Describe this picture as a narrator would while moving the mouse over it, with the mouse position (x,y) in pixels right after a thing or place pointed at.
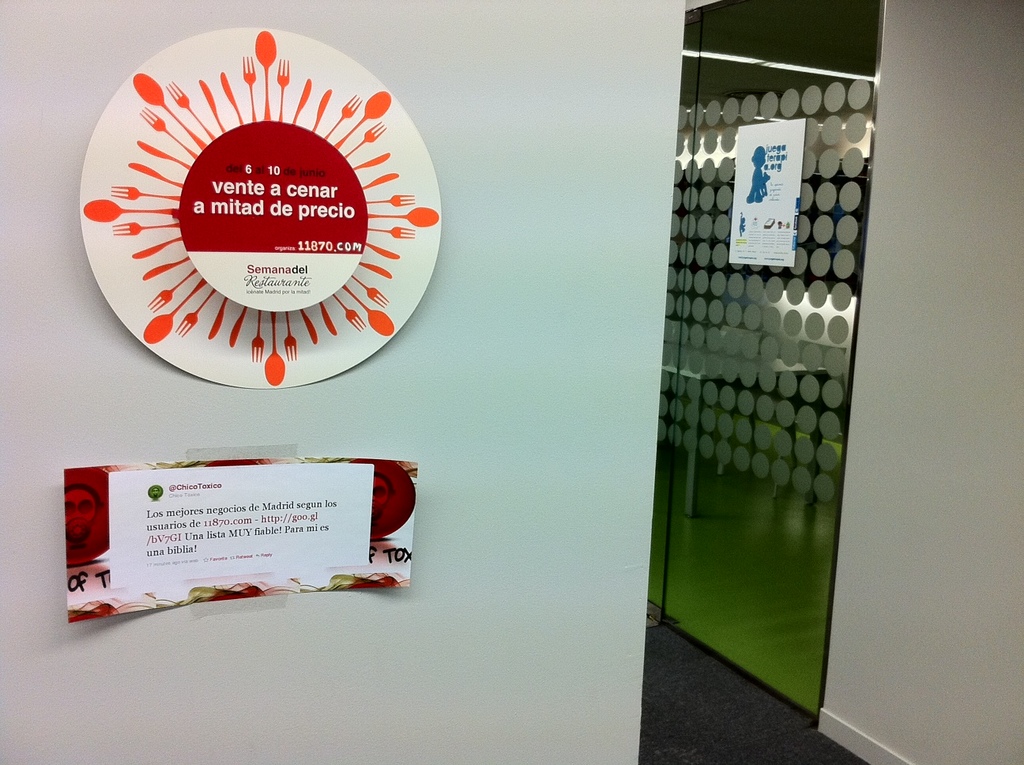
In this picture we can observe a white color wall (405,341) to which two papers (237,264) were stuck. On the right side (708,319) there is a glass door (760,472) on which we can observe a white color paper (746,190).
